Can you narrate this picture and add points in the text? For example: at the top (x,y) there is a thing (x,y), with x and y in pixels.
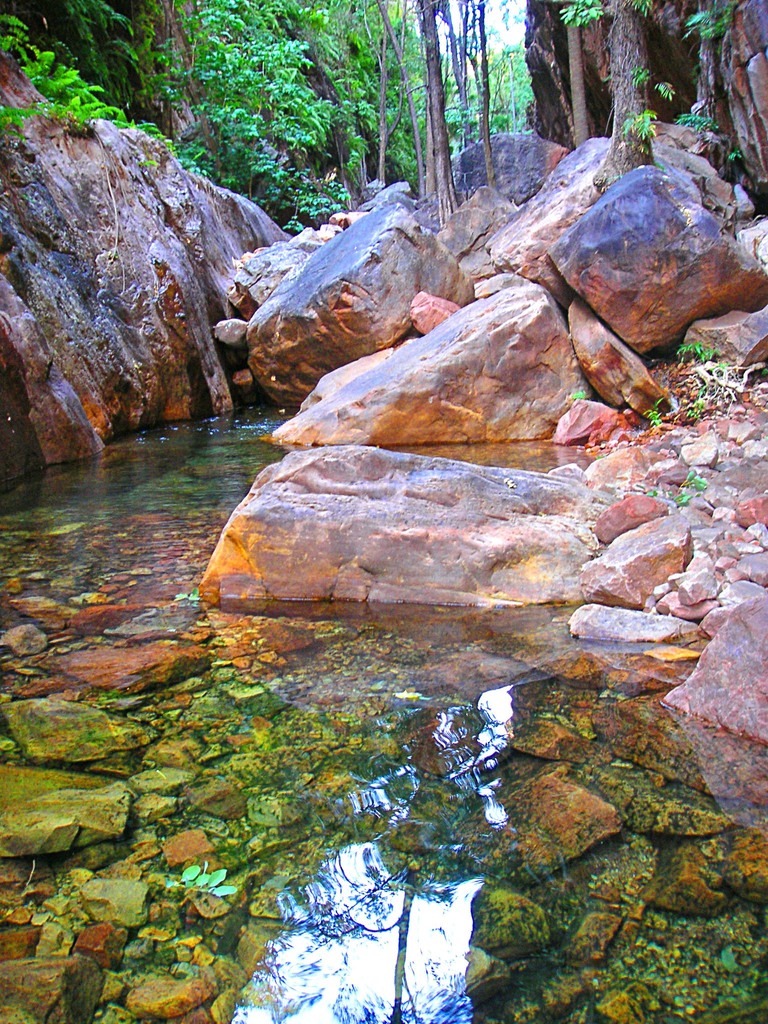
In this image we can see a water body (175,543). In the middle of the image (345,439), we can see big rocks (522,291). At the top of the image (441,61), we can see the trees (160,13).
